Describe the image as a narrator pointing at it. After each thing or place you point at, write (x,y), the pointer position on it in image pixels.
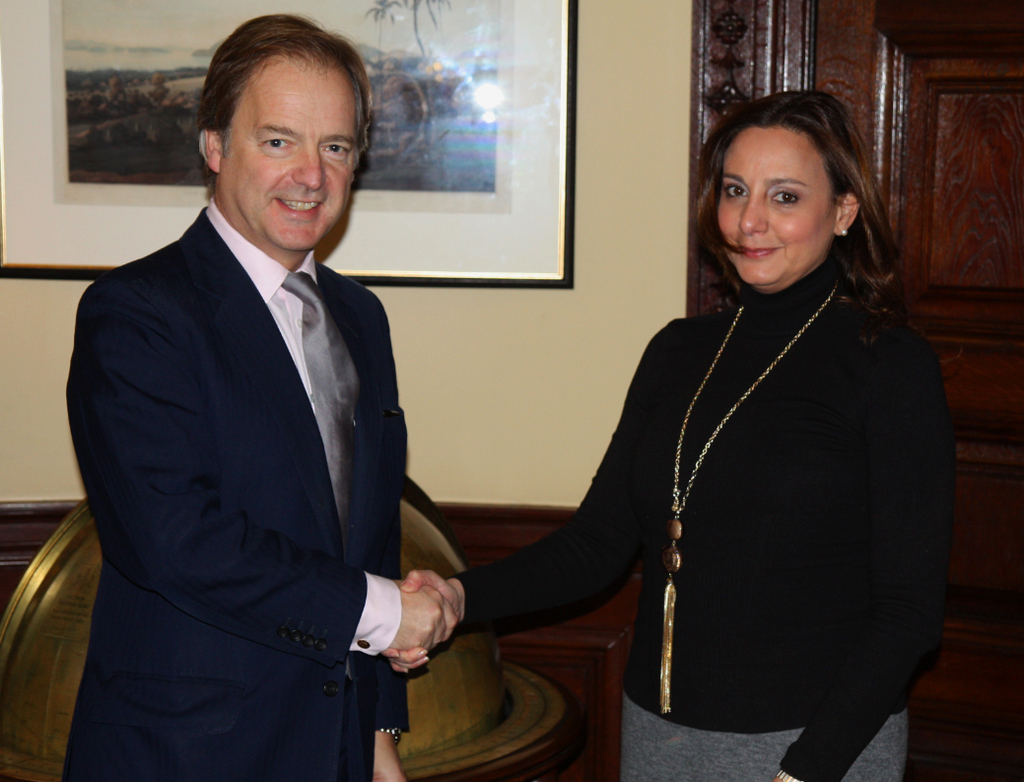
In this image we can see a man (263,749) and a woman (762,538) standing. On the backside (446,348) we can see a globe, a door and a photo frame (482,257) on a wall (446,333).
